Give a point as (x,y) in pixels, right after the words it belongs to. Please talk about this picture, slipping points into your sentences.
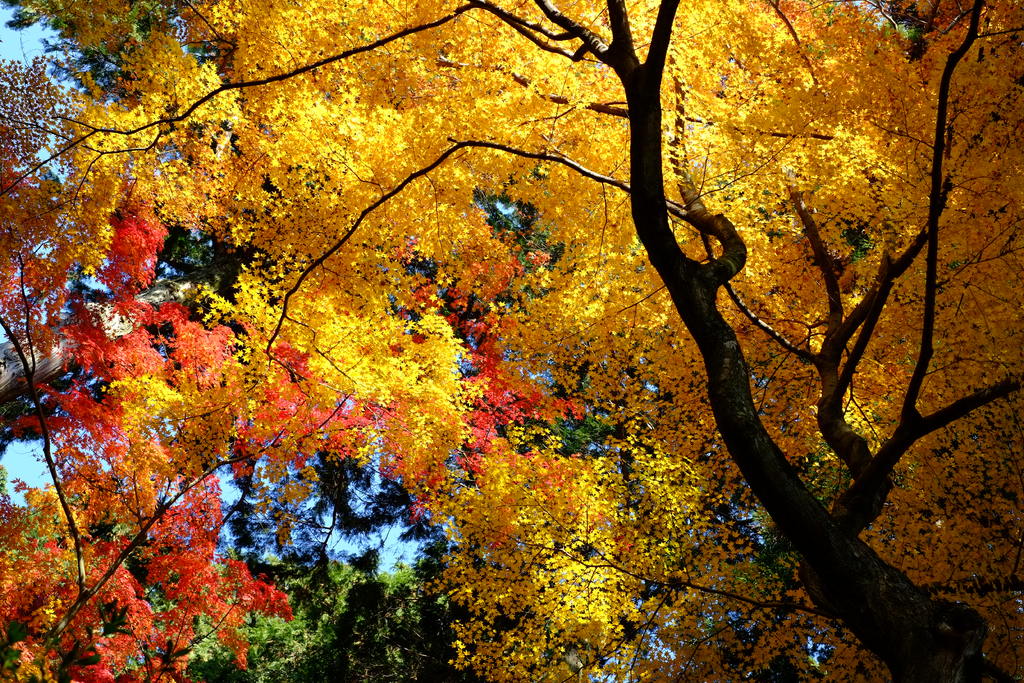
In this image there is a tree (807,494) to which there are so many yellow colour leaves (372,334). In the background (289,620) there are trees (345,632).
